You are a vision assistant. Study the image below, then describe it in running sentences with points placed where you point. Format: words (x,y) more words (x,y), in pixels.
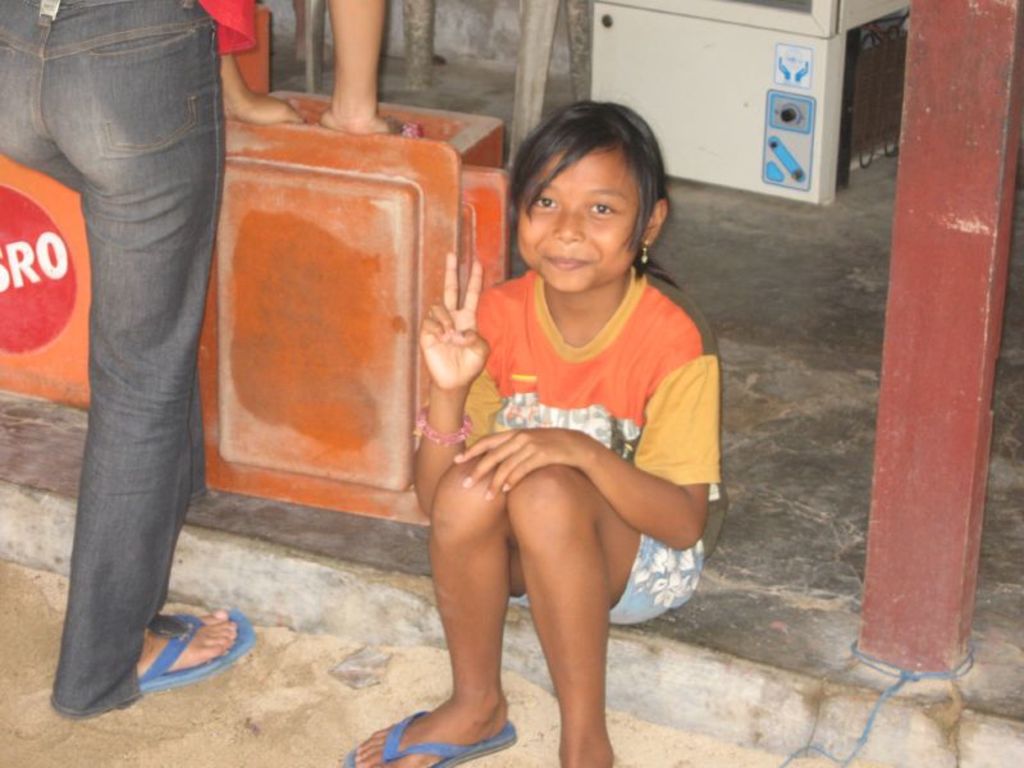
In the image there is a girl (622,386) sitting on the floor (684,625), on the left side (62,40) there is a person (71,73) standing in front of the table (377,236), there is a pillar (985,299) on the right side (926,399), over the background (643,14) it seems to be a refrigerator (733,45).
